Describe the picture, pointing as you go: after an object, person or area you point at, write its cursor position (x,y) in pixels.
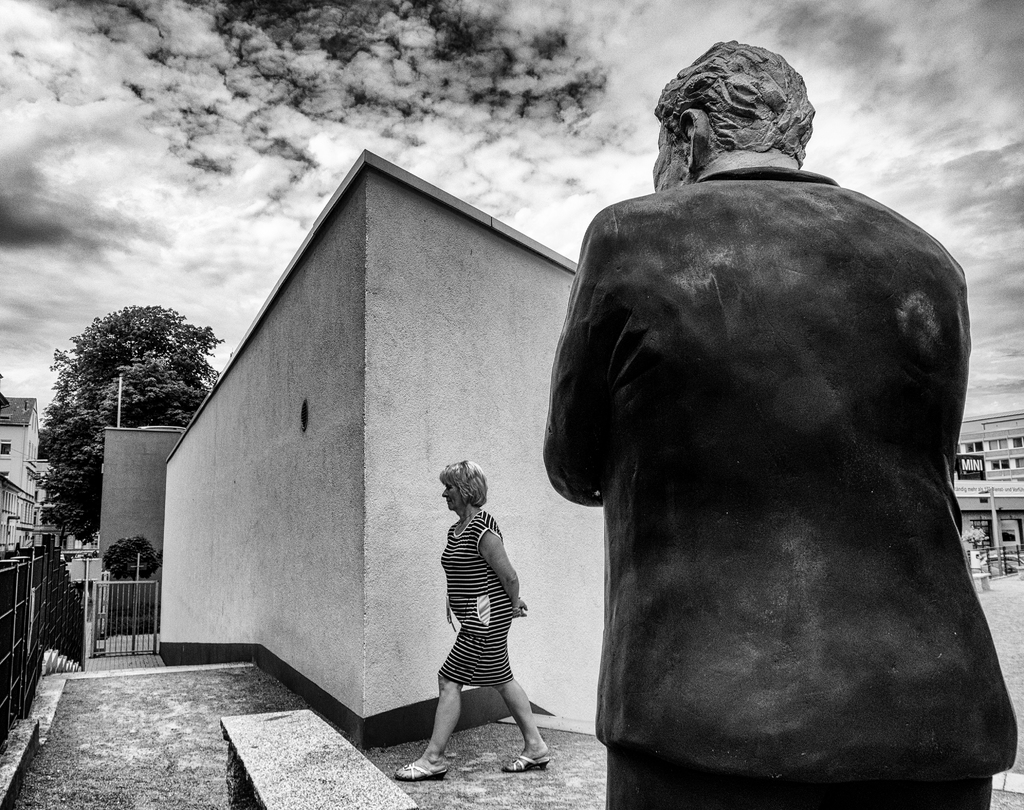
This is a black and white image. There is a statue (696,412) in the foreground of the image (679,555). There is a lady (466,541) walking. In the background of the image (234,469) there is a building (229,446). There is a tree (139,317). At the top of the image (356,36) there is sky (177,50). To the left side of the image (39,612) there is a fencing (39,619).
